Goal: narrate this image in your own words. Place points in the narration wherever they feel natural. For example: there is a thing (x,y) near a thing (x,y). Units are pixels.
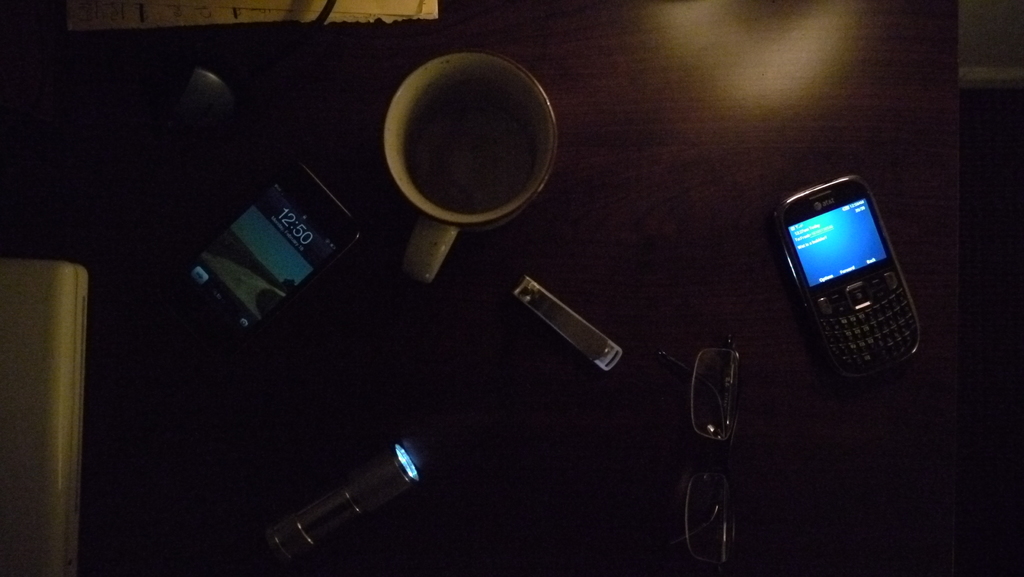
In this image we can see a box (81,422), cell phones (261,310), torch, cup (424,120), spectacles (705,398) and a nail clipper (563,326) which are placed on the table (564,442).
